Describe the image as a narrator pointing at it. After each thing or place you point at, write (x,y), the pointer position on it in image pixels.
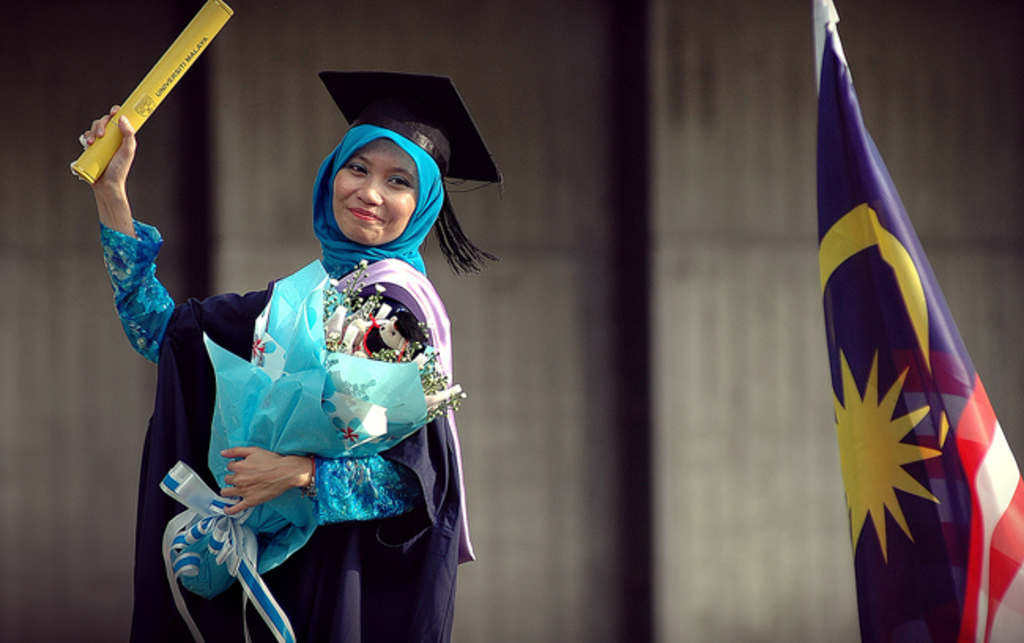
In this image I can see the person (272,469) with navy blue color and blue color dress (240,347) and also the hat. The person (122,164) is holding the paper (172,69) which is in yellow color and also holding the bouquet (253,506). To the right (868,393) there is a flag (846,271) and there is a blurred background (688,209).
